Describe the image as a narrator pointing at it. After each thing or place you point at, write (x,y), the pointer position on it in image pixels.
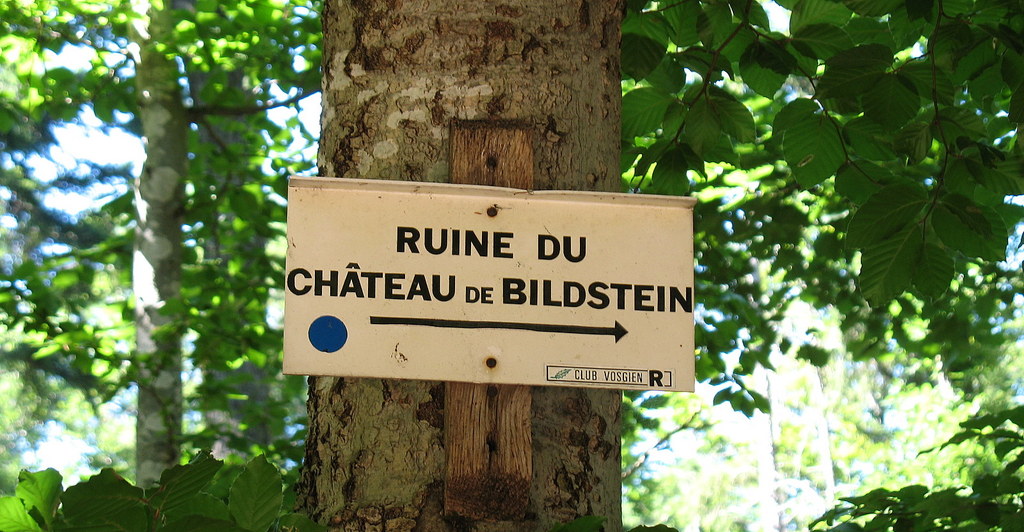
In the image there is a name board (358,277) on a tree (353,168) and behind there are many trees (205,323).
